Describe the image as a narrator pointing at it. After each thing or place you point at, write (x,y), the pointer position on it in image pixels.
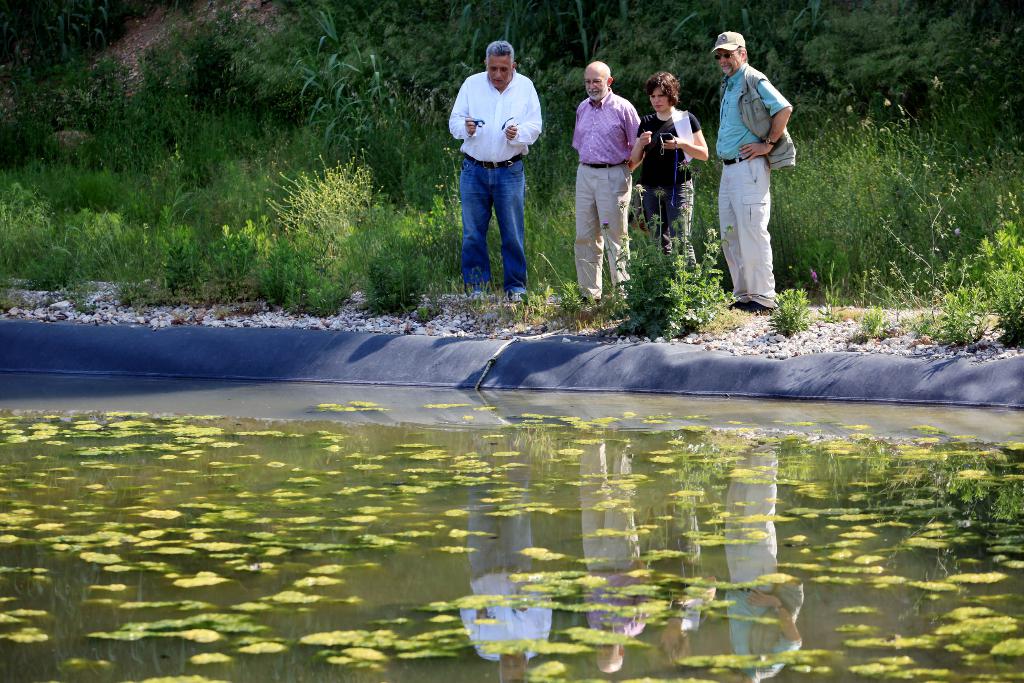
In this image we can see few people (588,166) standing on the ground (761,329), there are few stones (824,335), leaves (194,432) floating on the water (620,507) and few trees (443,9) and plants (804,12) in the background (642,11).
